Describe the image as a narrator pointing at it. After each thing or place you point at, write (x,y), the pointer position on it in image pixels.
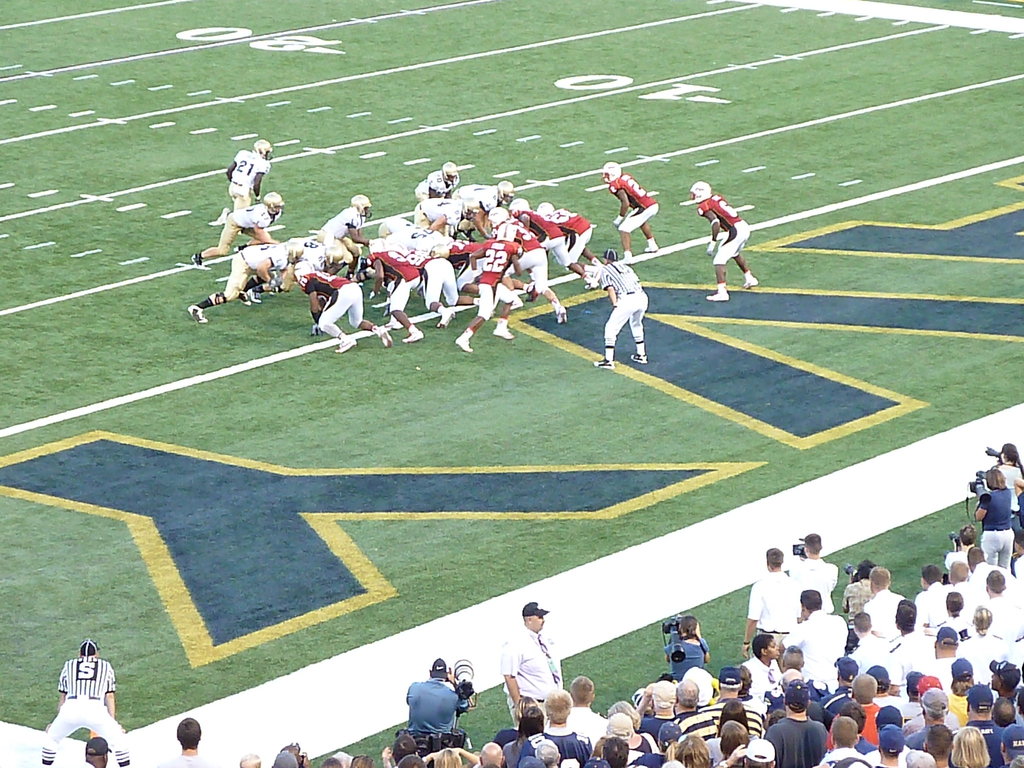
This picture is of outside which is in the ground (490,88). In the foreground (949,658) there are group of persons (808,695) standing and there are some persons (422,683) standing and holding a camera (974,484) for taking pictures or videos. In the center (436,262) there are group of persons (425,219) wearing helmets (277,196) and playing the game. In the background (384,28) we can see the green color ground (406,63) and some numbers (310,47) and a text (967,315) on the ground (423,471).
